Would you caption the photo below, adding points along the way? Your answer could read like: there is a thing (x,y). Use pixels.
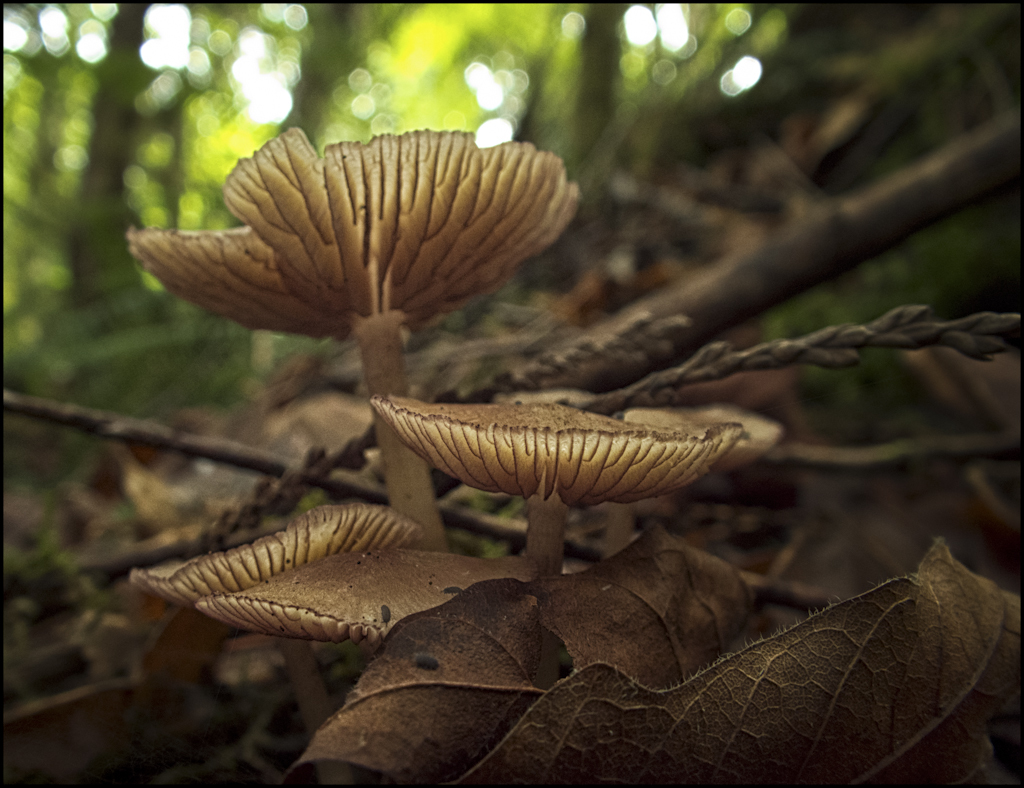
In this picture I can see mushrooms (347,552) and few leaves (76,733) on the ground (500,379) and I can see trees (32,184) in the back (99,316).
